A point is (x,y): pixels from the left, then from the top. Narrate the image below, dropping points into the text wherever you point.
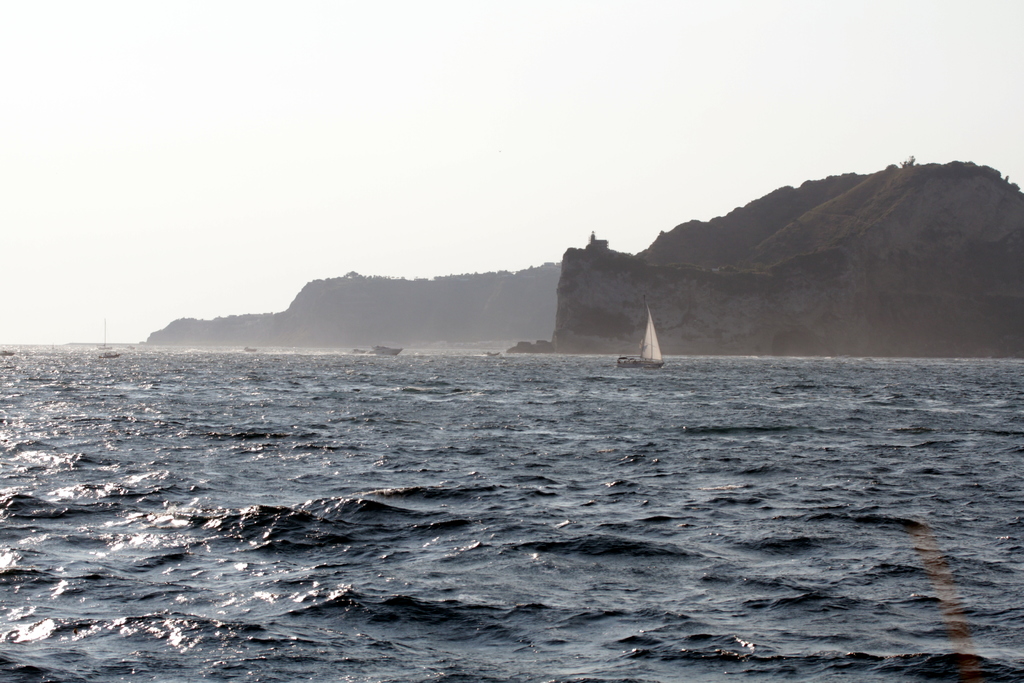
This image consists of an ocean (479,435). In which we can see the boats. On the right (958,260), it looks like a mountain (958,260). At the top (288,87), there is sky (302,119).
